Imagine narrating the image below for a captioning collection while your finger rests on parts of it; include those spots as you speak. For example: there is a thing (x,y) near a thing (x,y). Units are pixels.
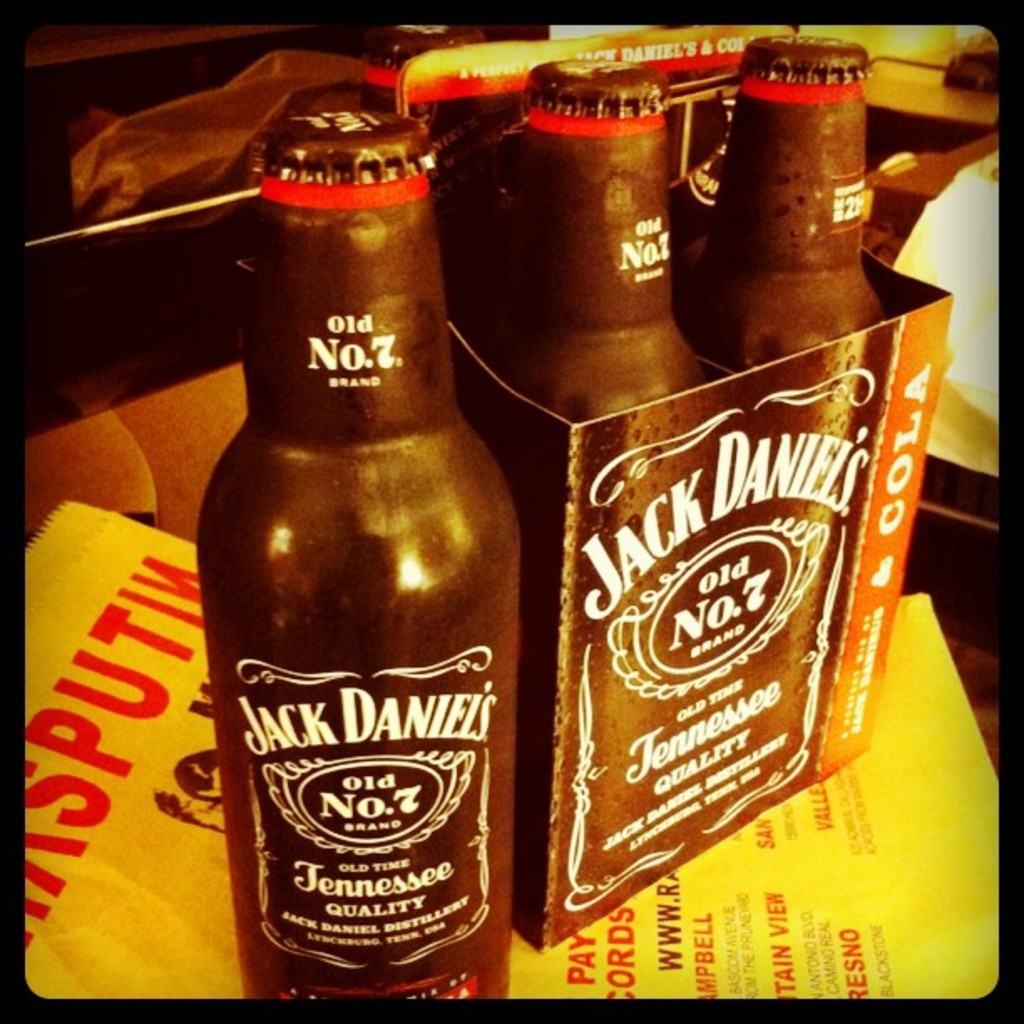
In this image there are bottles (498,541) with some text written on it and there is a paper (662,919) which is yellow in colour with some text (768,902) written on it.
